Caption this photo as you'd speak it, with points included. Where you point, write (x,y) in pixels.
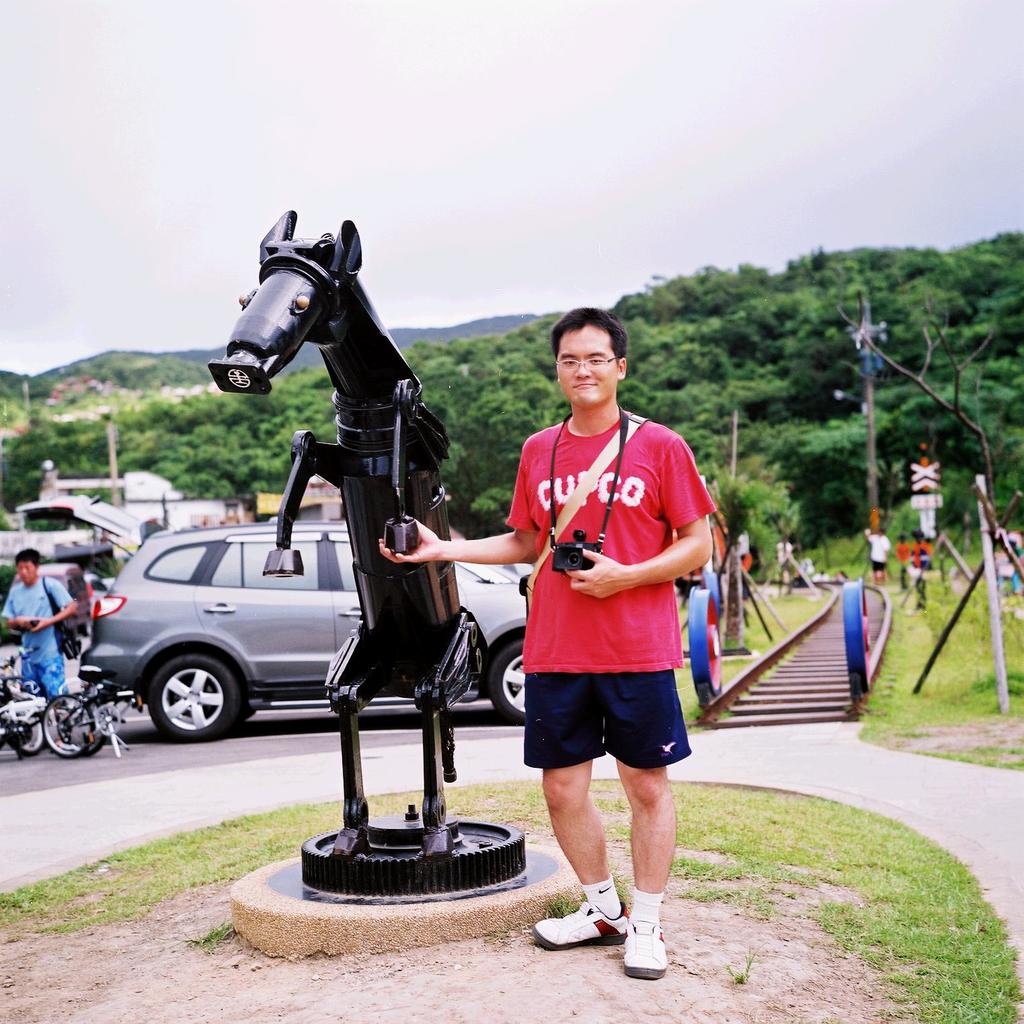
In this picture I can see people (634,635) standing on the surface (500,950). I can see statue (402,670) on the surface (520,938). I can see green grass (726,889). I can see vehicles (184,724) on the road (169,732). I can see the railway track (780,689) on the right side (811,666). I can see trees (723,386). I can see clouds (506,157) in the sky (484,124).
